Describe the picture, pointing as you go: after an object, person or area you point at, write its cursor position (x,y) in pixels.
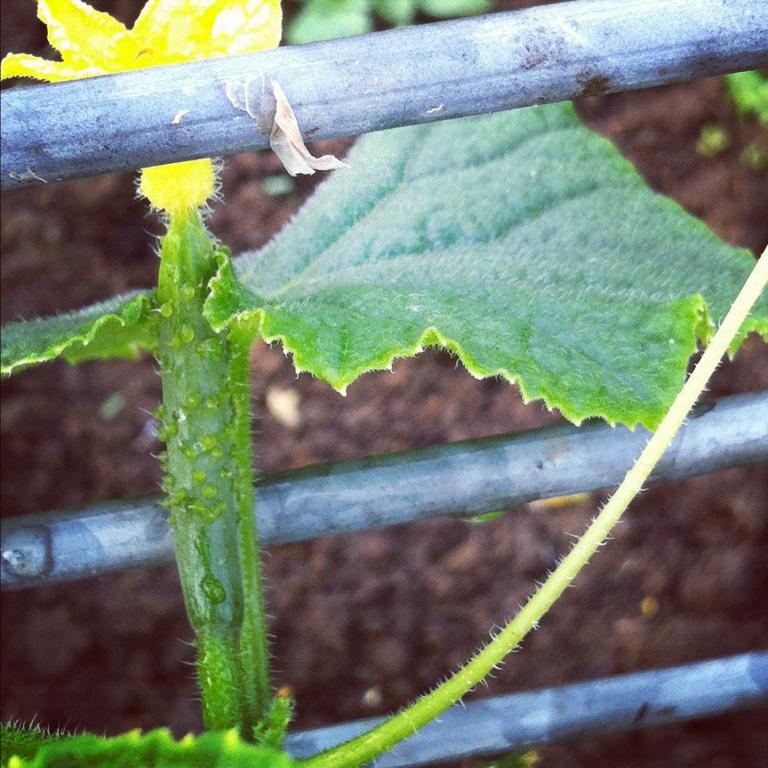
In this picture I can observe railing (289,481) in the middle of the picture (355,481). I can observe leaves (231,292) and yellow color flower (175,59) in the top of the picture (159,57). The background (117,13) is blurred.
